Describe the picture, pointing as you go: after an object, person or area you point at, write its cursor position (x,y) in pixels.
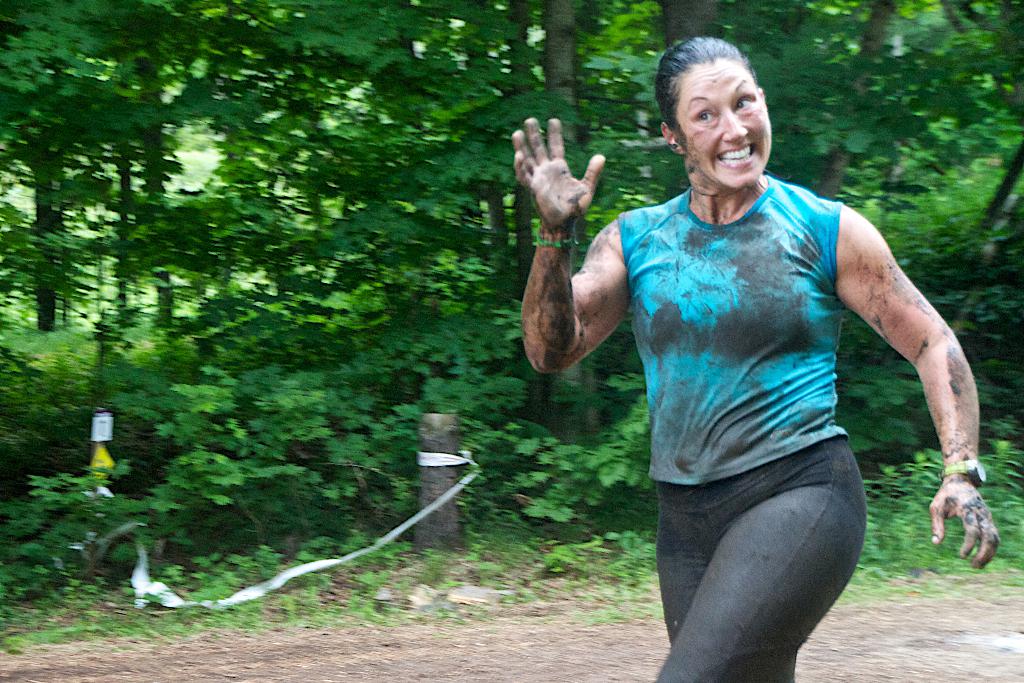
In this image there is a person (905,320) smiling, and in the background (616,489) there are plants (441,299) and trees (363,199).
